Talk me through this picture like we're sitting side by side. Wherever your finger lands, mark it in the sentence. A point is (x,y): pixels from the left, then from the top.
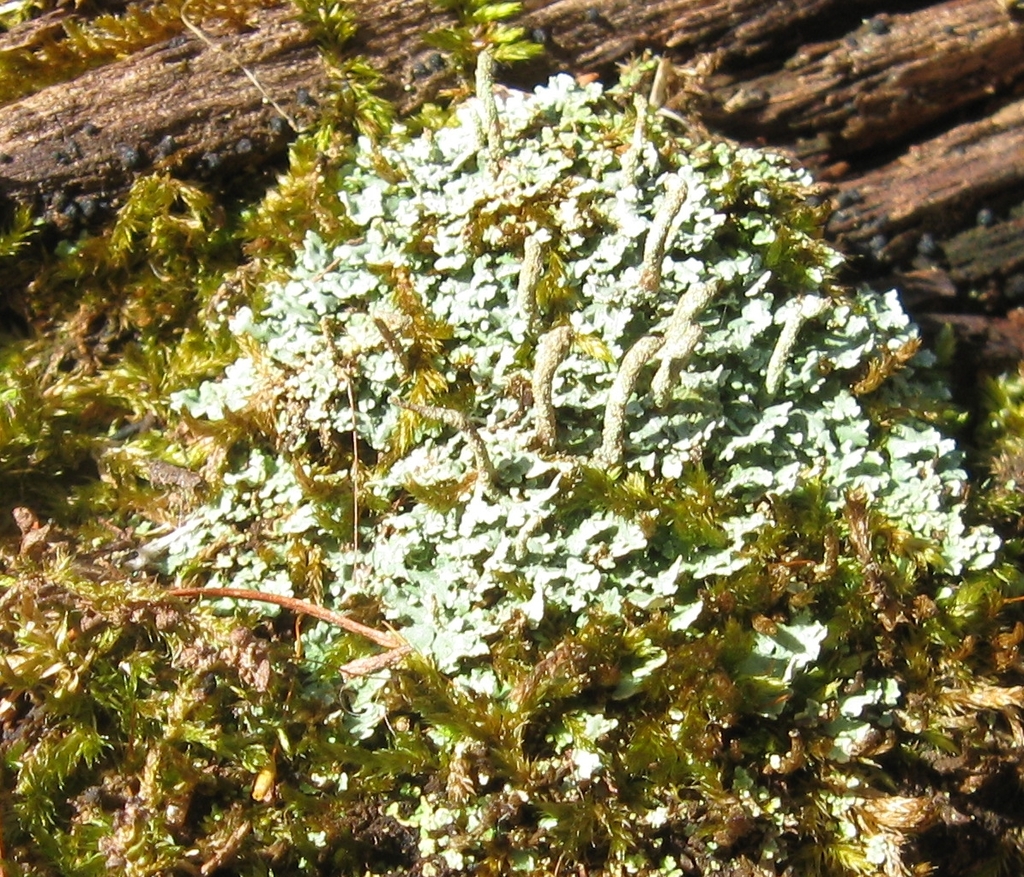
In this image there is a lichen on the wood (924,101).
